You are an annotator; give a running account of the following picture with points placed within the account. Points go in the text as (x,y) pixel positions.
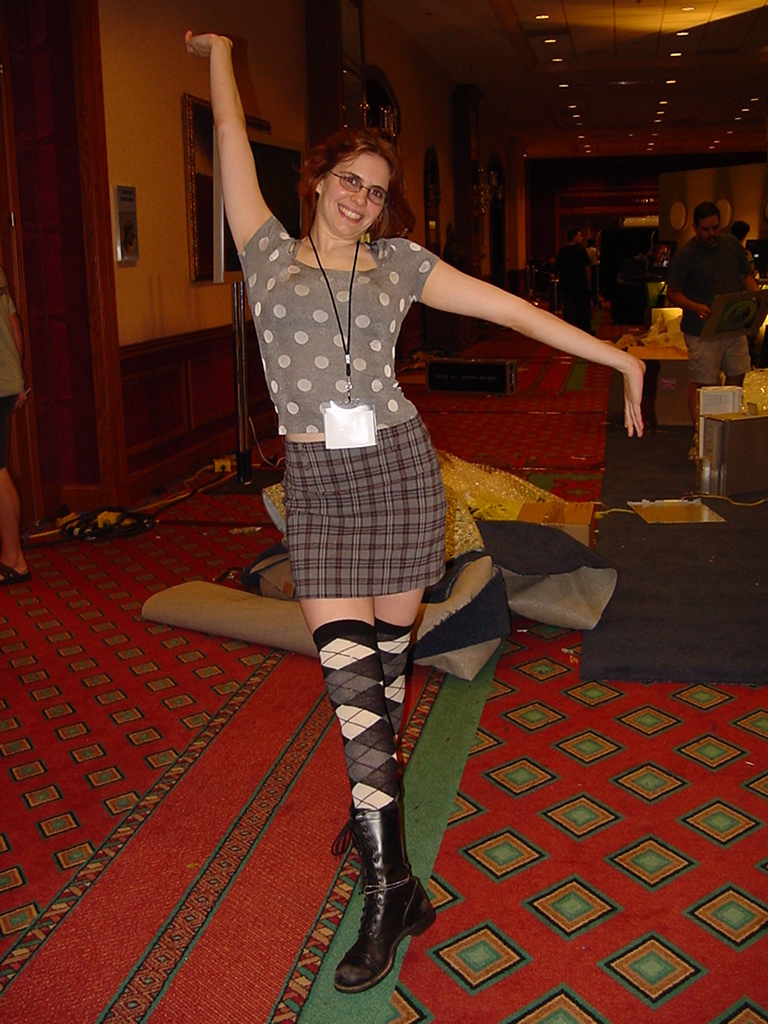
In the picture we can see a woman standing on the floor mat (686,883), in the background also we can see some people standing and in the background (734,193), we can see a wall (158,348) with photo frames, and TV screens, and to the ceiling (668,23) we can see some lights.
